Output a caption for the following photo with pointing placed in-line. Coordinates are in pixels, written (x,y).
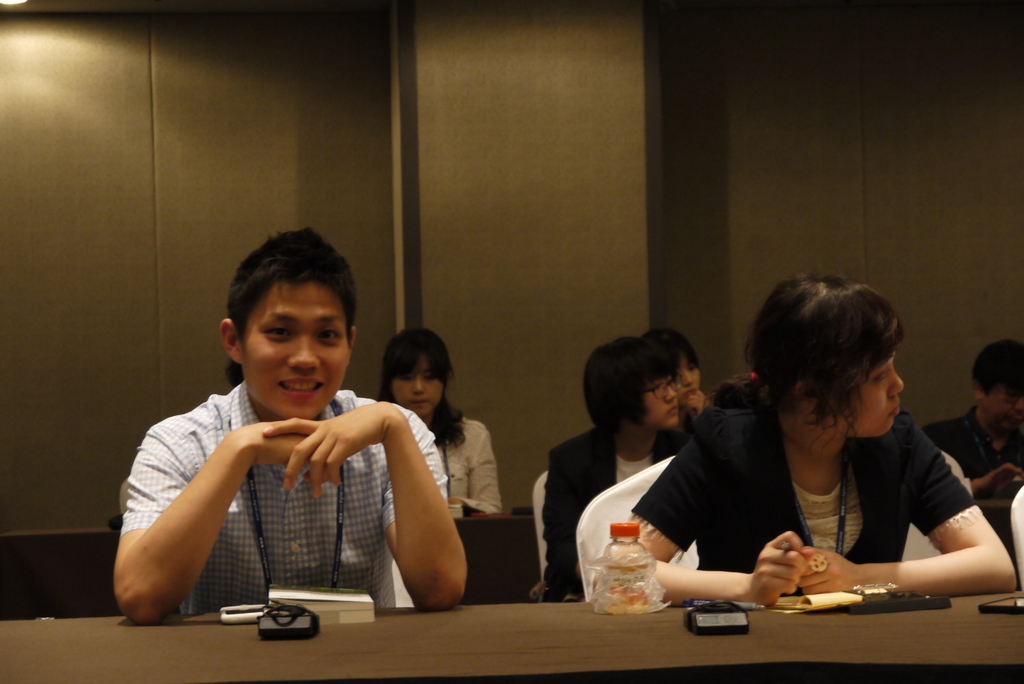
On the left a man (395,426) is sitting on the chair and smiling and other people (858,527) are also sitting on the chairs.
